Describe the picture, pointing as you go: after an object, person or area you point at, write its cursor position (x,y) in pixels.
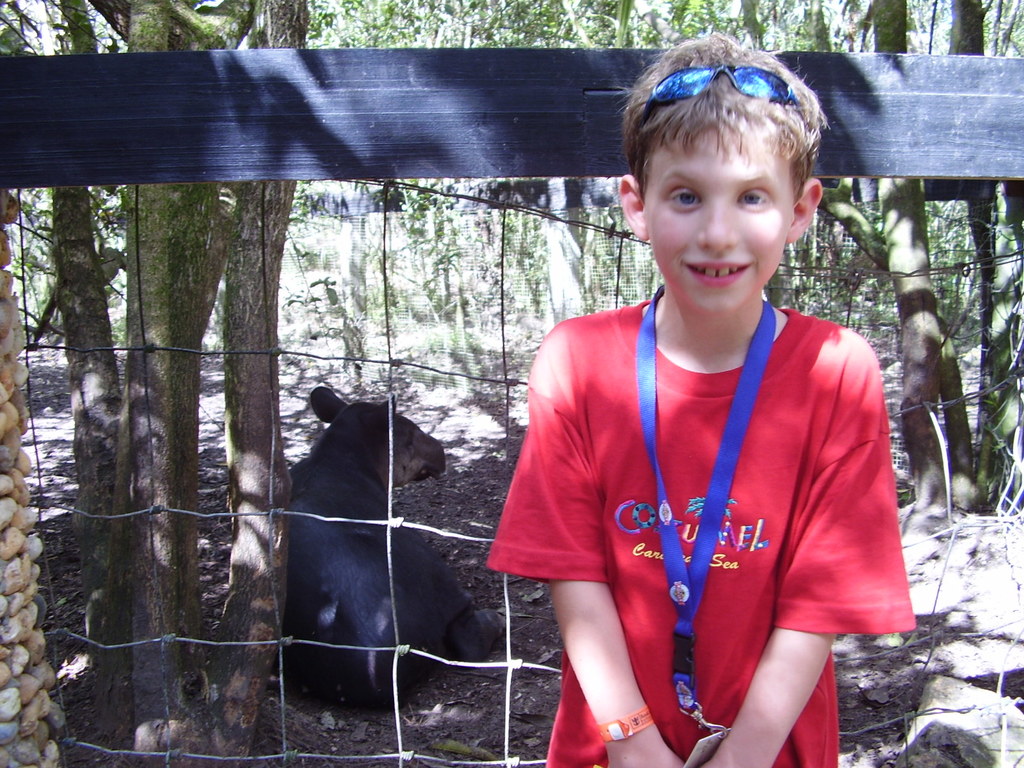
This picture might be taken from zoo park. In this image, on the right side (812,326), we can see a boy (823,475) wearing a red color shirt (827,487) and having a blue color tag (727,729) on his neck (730,335). In the background (350,110), we can see black color, metal fence (388,332), trees (182,281), animal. At the bottom (968,542), we can see a land (938,659) with some stones (33,638).
